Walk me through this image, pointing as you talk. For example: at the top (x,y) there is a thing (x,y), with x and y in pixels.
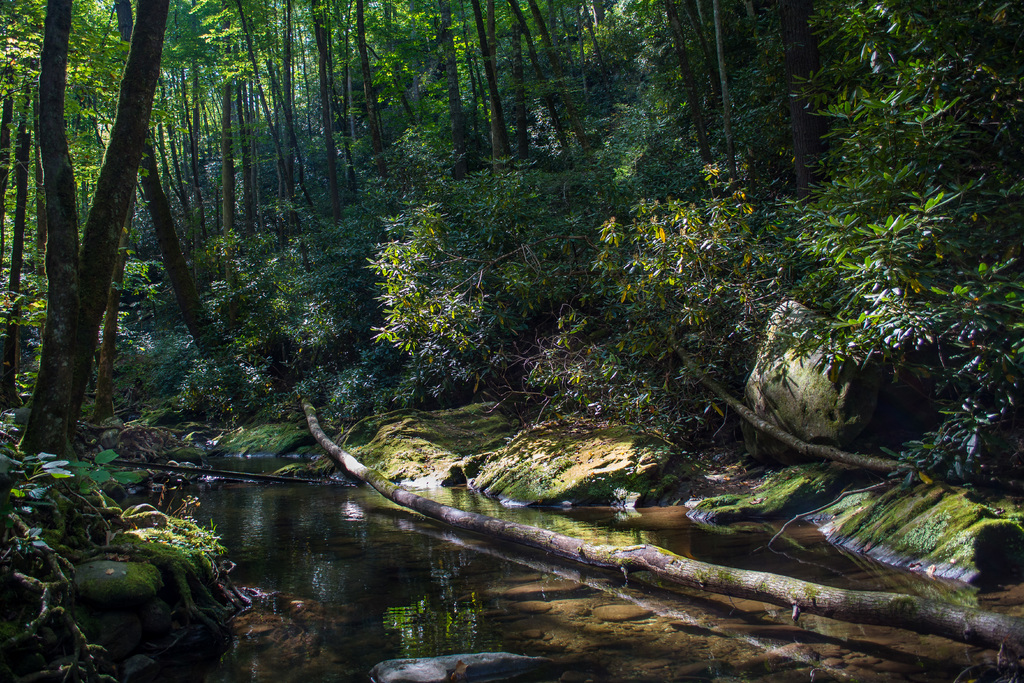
In this image there are trees (375,340) and we can see logs (311,412). There are rocks (599,425). At the bottom (408,559) there is water (360,569).
